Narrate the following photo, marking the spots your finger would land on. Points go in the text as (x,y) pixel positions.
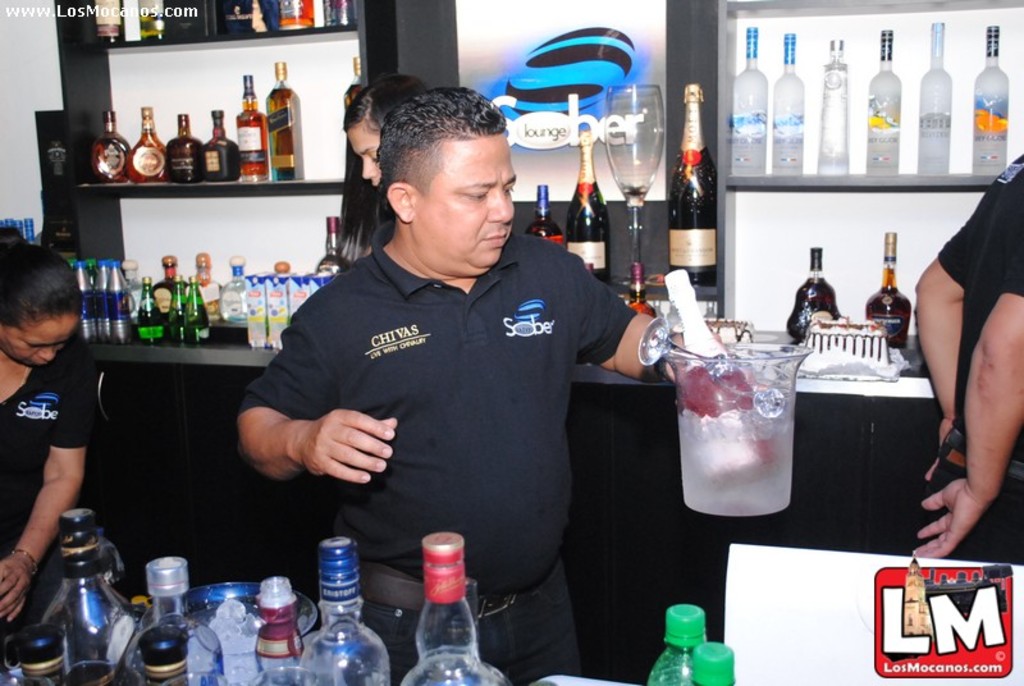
There are four people (400,321) inside the bar counter (576,534). A man (432,226) is carrying a jar (715,448) with ice (709,436) and champagne bottle (693,340) in it.
